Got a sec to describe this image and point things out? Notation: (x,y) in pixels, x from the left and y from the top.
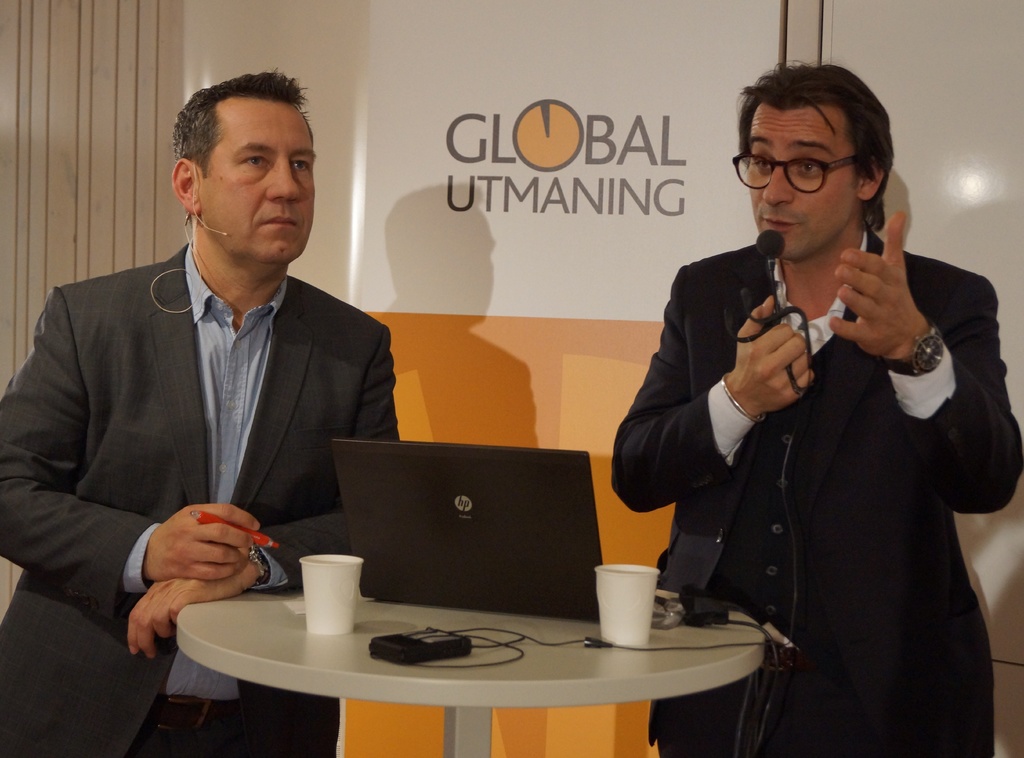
In this picture we can see a man (758,150) standing and holding a microphone (767,256) in his hands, and in front (493,528) here is the table (485,659) and laptop (554,558) and some objects (467,635) on it, and here a person (259,380) is standing and holding a pen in the hand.
